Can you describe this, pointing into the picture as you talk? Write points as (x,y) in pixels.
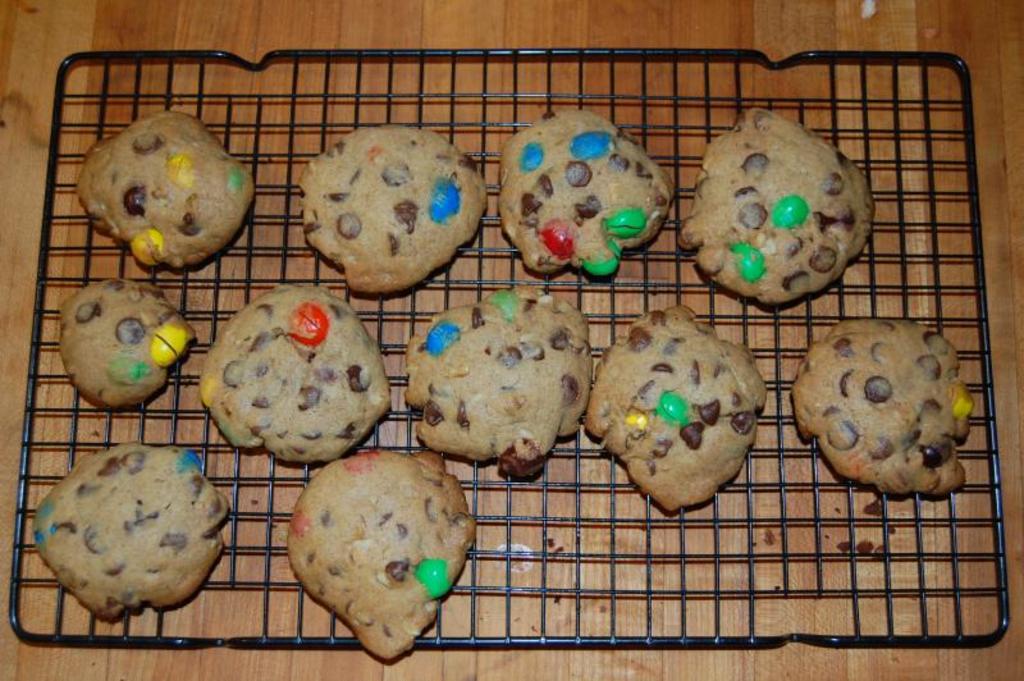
This picture shows cookies (407,204) on the grill (935,209) on the table (67,389).
